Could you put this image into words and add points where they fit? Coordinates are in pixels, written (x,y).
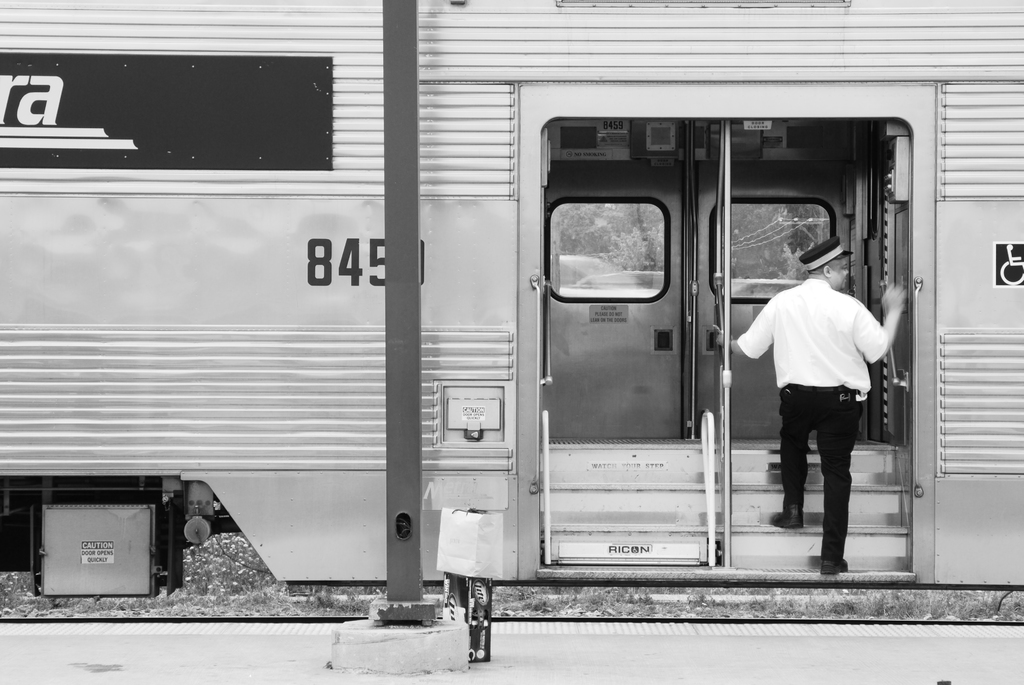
In this black and white picture there is a vehicle (775,393). Right side (812,359) there is a person (803,472) climbing the stairs (767,490) of a vehicle (774,432). He is wearing a cap (829,254). Middle of the image (391,323) there is a pole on the floor (802,646).
